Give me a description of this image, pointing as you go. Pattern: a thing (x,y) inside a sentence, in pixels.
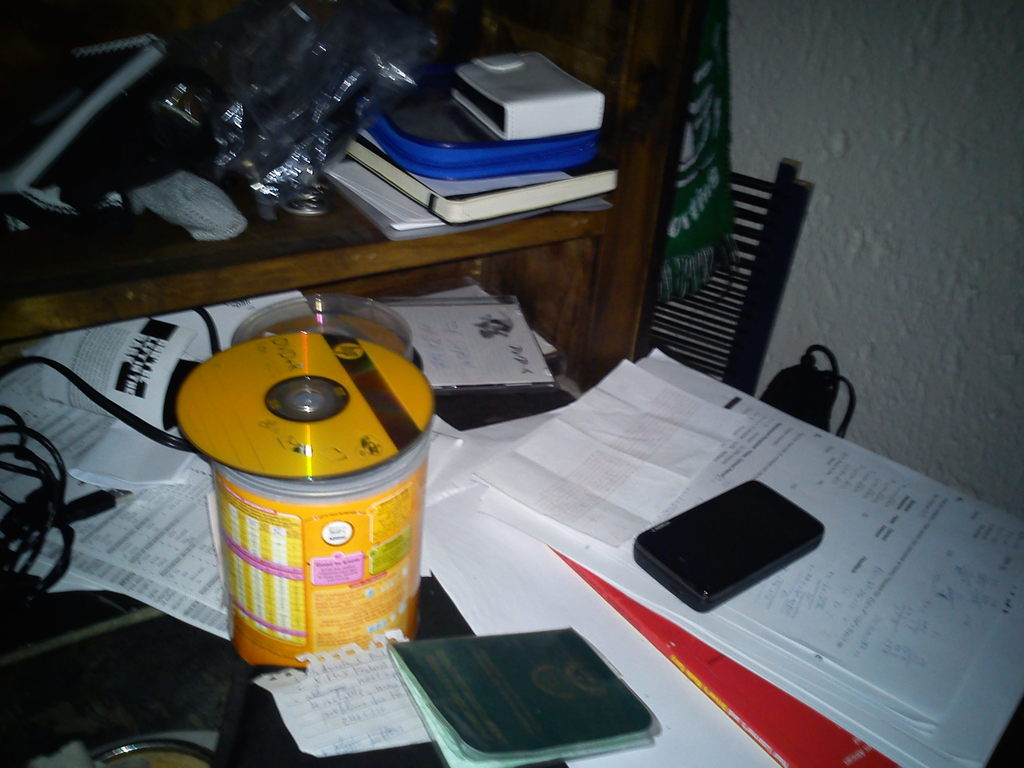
Here in this picture we can see a table (236,725), on which we can see DVDs (309,462) and its box (313,551) present and we can also see some books (402,665) and papers (157,513), cable wires (114,500) and a mobile phone (769,549) present on it over there and we can see a rack (602,244) in which we can see covers (277,141), books (493,218), papers (397,212) and some hand bags (434,174) all present in it and beside that we can see a chair (716,296) and a bag (822,371) present over there.
